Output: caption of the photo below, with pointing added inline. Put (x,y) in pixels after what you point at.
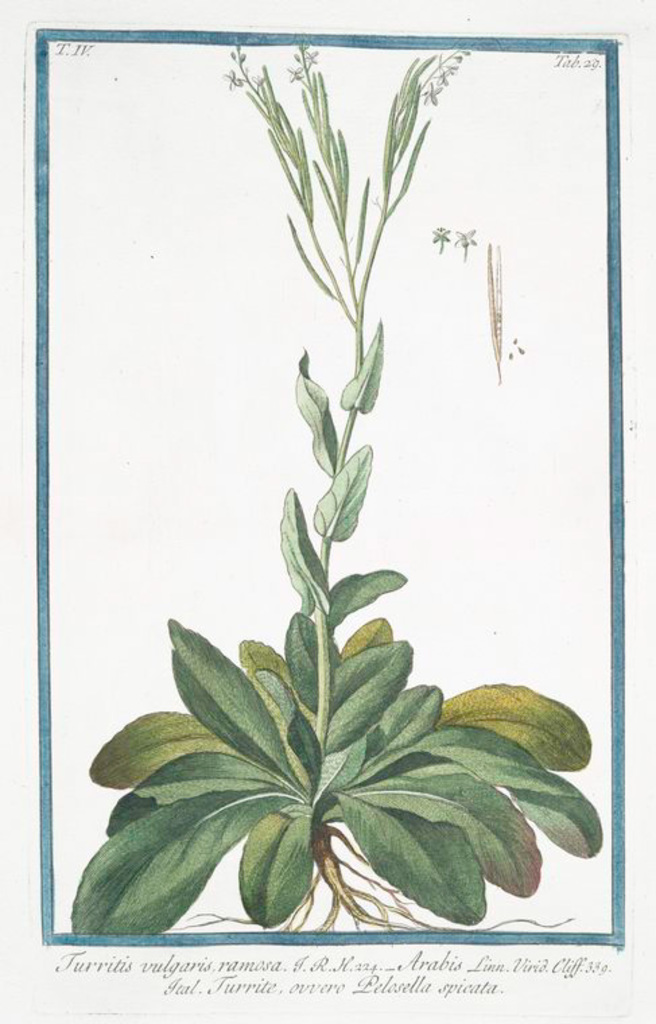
In this picture we can see a poster (417,571), in the poster (292,783) we can find some text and a plant (284,520).
